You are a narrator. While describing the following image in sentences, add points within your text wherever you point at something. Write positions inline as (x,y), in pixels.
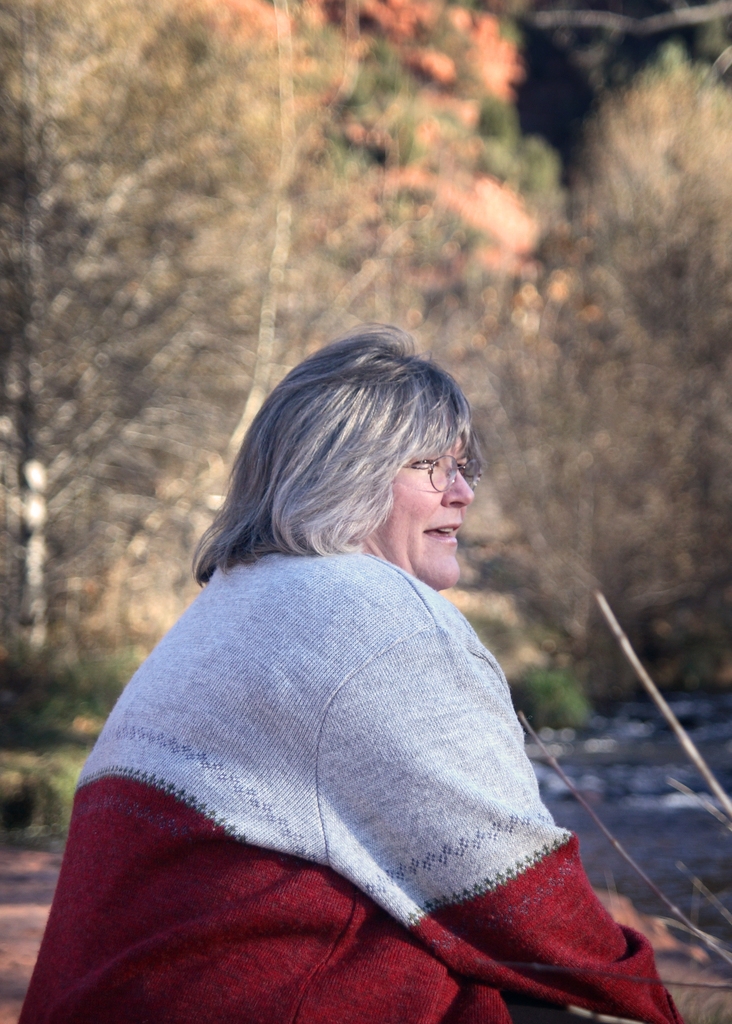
In this picture I can see a person (460,625) with spectacles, there is water (684,808), and in the background (377,225) there are trees (280,188).
